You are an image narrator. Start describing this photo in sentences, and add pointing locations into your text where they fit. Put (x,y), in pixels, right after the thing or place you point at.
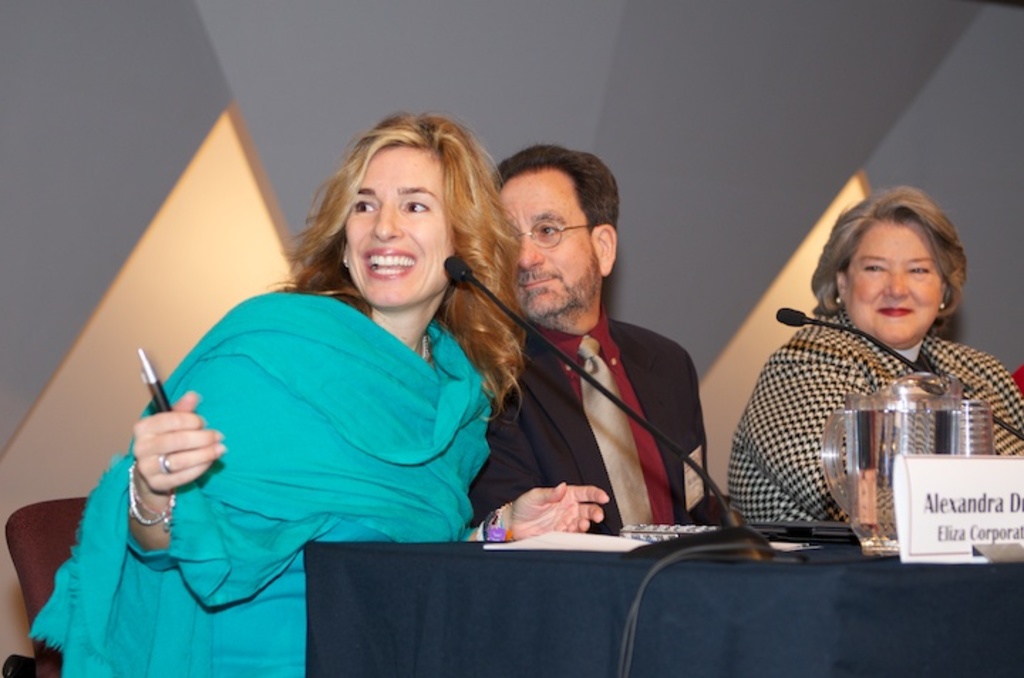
In this image we can see three persons (441,515) smiling and sitting on the chairs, among them, one person (359,460) is holding a pen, in front of them, there is a table (467,544), on the table (798,650), we can see mics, name board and some other objects (969,415), in the background (730,292), it looks like the wall (669,283).
